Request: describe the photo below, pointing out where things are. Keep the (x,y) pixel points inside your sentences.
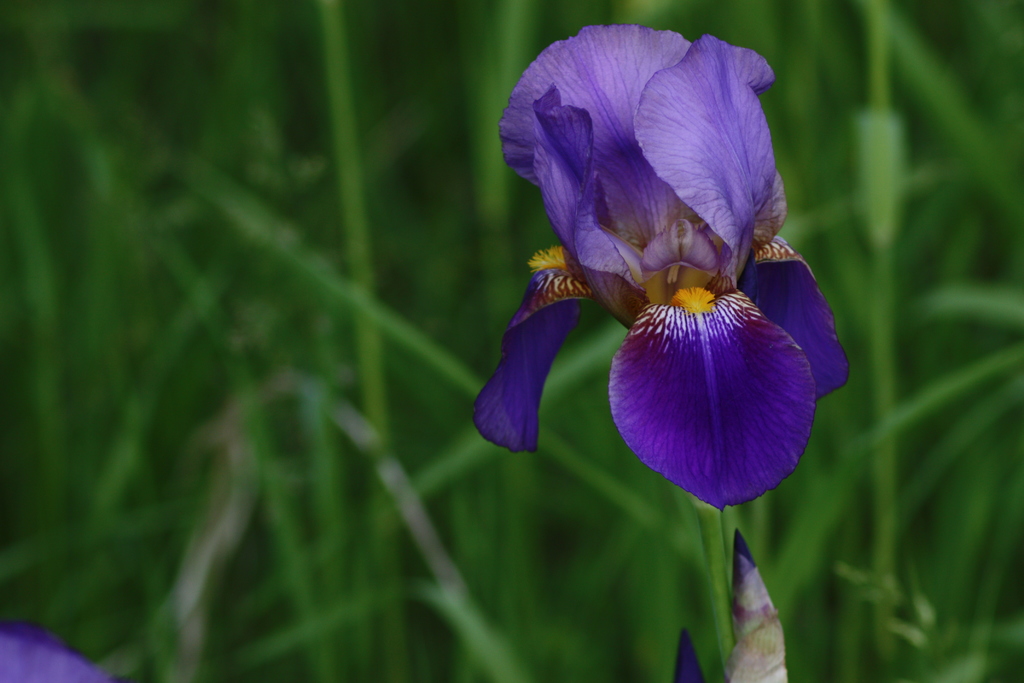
In this image there is a flower (729,475) and grass (277,415).
